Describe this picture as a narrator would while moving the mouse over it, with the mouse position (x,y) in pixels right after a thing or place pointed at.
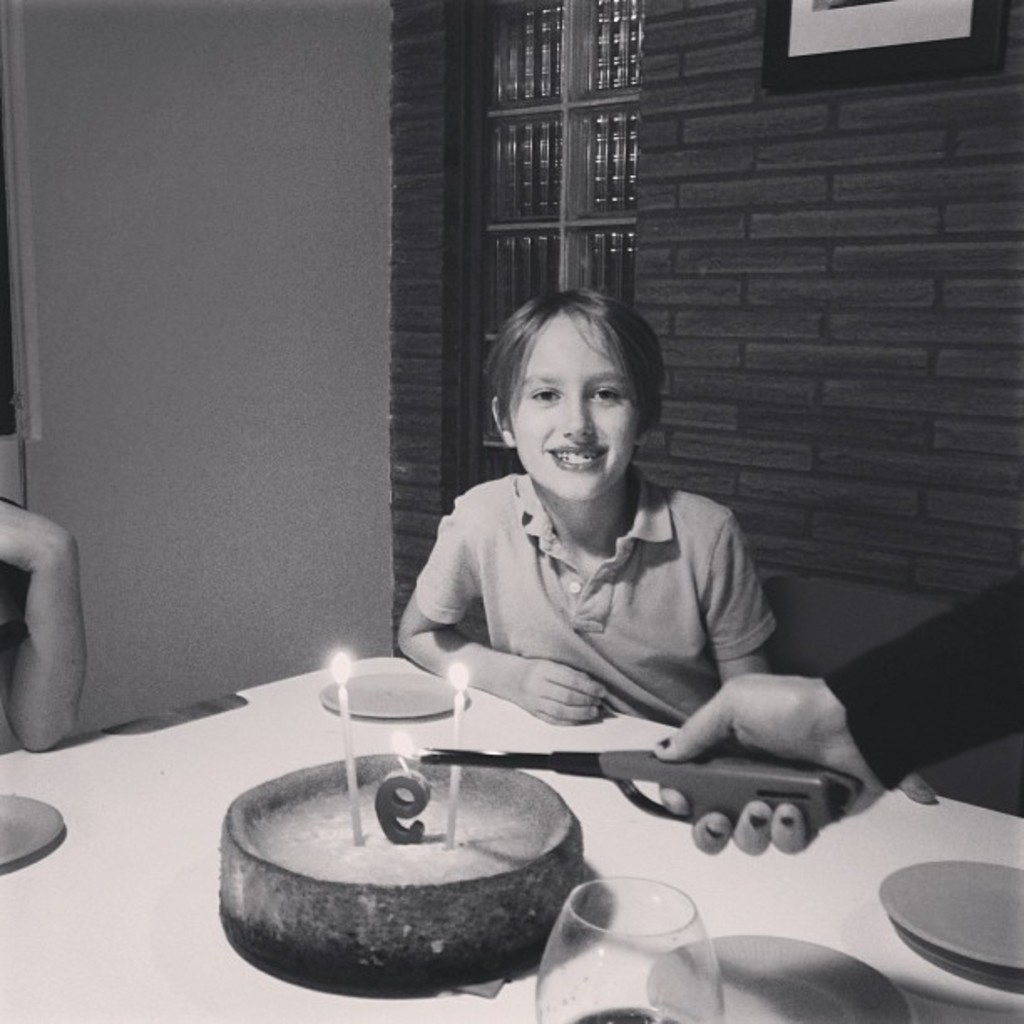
In this picture a small boy (544,684) is sitting and smiling, there is a cake (380,917) in front of him on the table (58,968).
